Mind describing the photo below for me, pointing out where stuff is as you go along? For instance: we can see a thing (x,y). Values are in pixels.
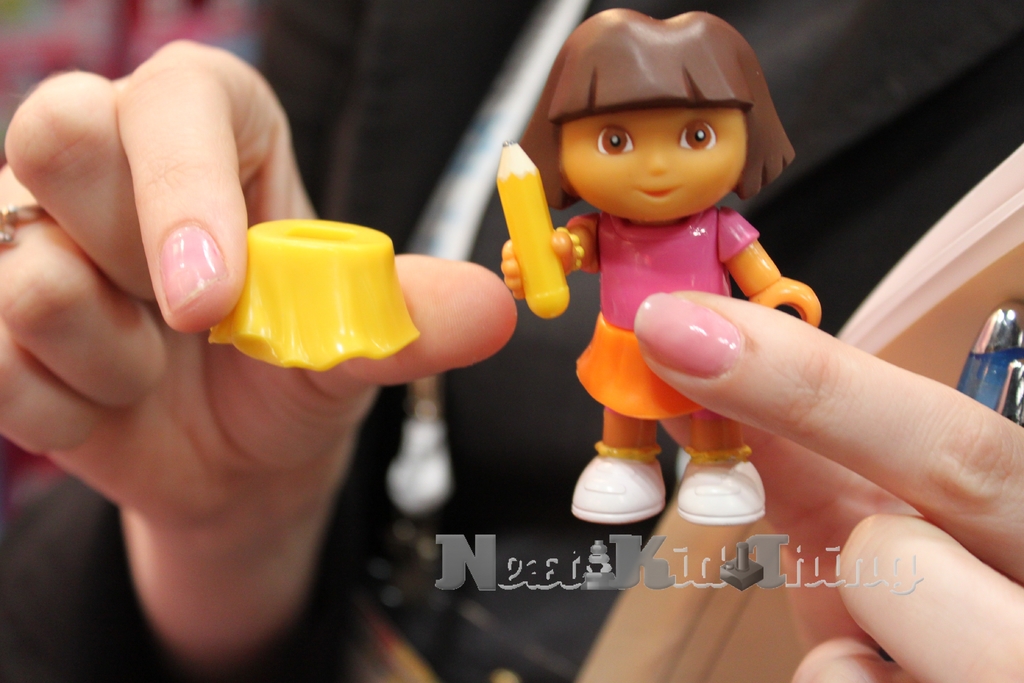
In this picture we can see a person (773,412) holding toys (621,323) and a pen (982,368). The background (251,52) is not clear. At the bottom (472,561) there is text (549,563).
